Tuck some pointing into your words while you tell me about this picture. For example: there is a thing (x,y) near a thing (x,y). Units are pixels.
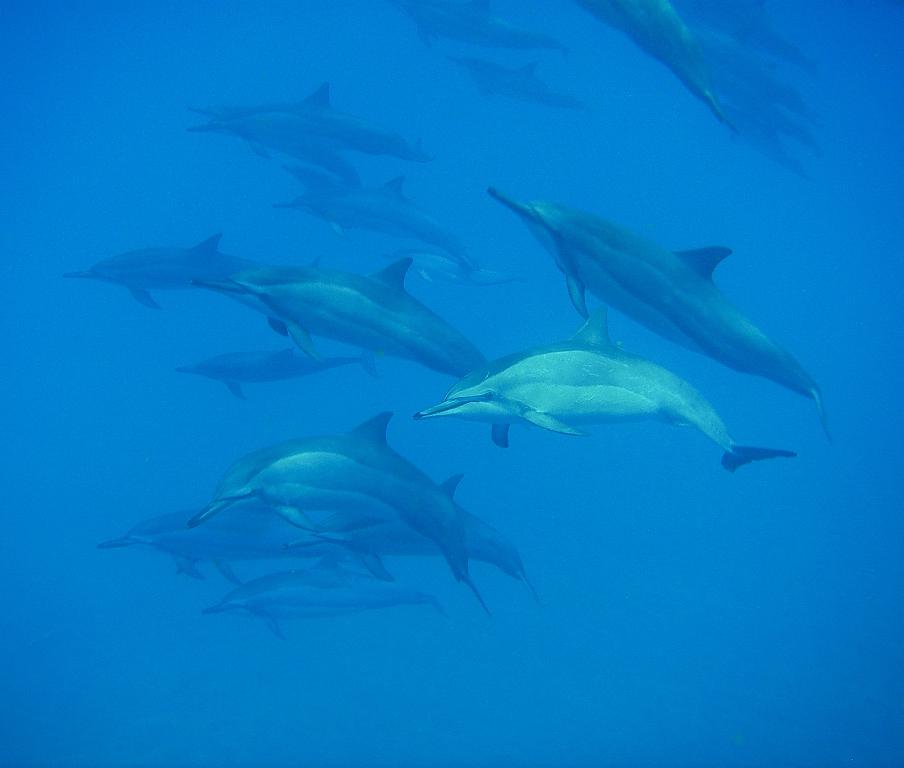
In this image, we can see dolphins (314,469) in the water (66,589).
